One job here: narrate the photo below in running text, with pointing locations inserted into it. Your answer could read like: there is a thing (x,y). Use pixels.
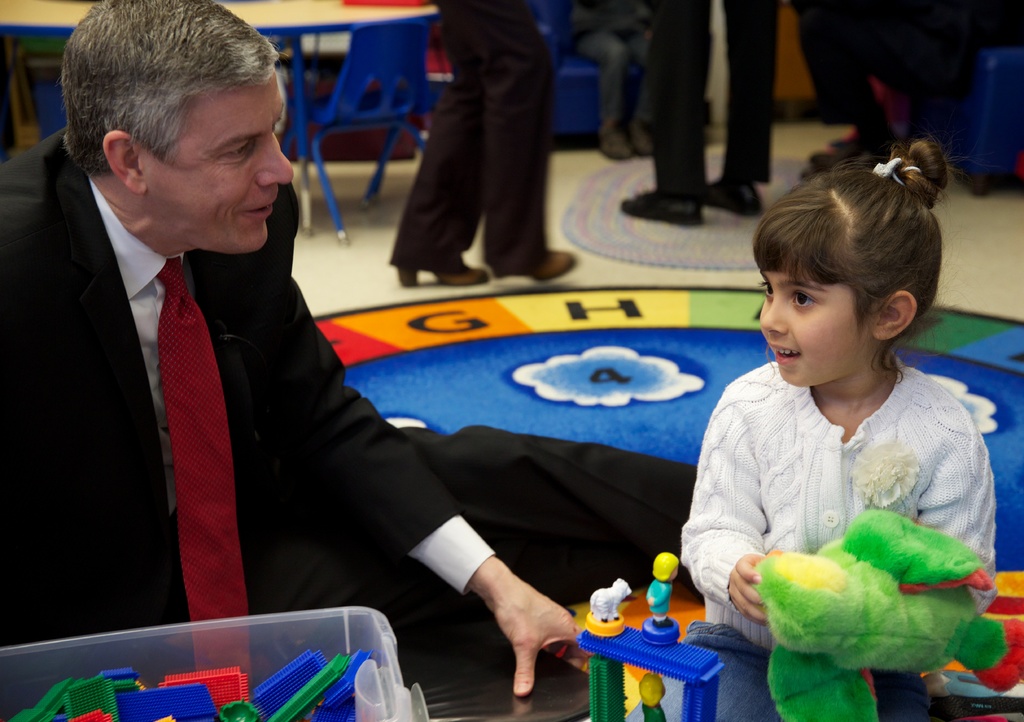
In the image there is a girl (756,422) and a man (254,483), in the foreground (216,647) there are some objects (383,653) and on the right side (715,590) the girl (726,471) is holding some toy (836,609) with her hands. In the background (490,138) there are legs (772,73) of other people (407,242).
